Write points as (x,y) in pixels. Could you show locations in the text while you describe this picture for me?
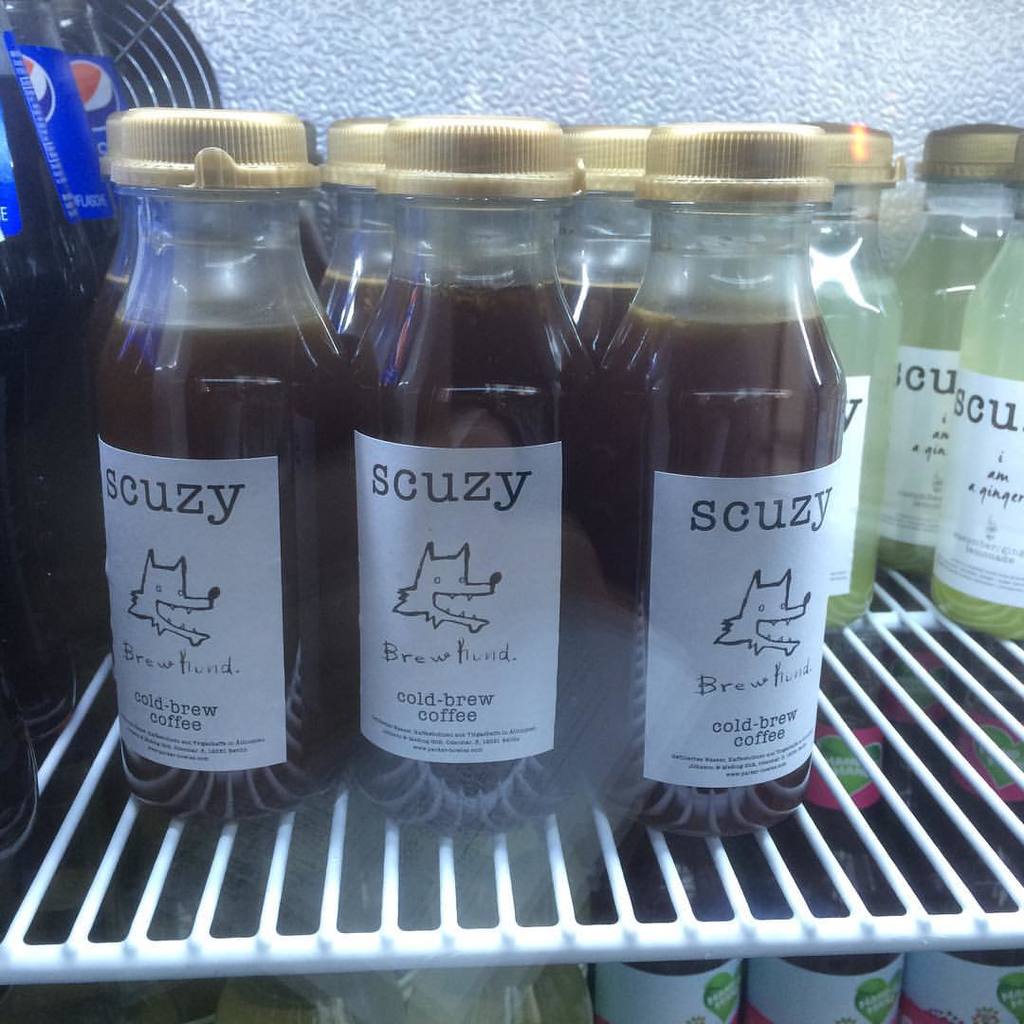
In this image there are so many bottles (428,413) are there in the fridge (284,825).
